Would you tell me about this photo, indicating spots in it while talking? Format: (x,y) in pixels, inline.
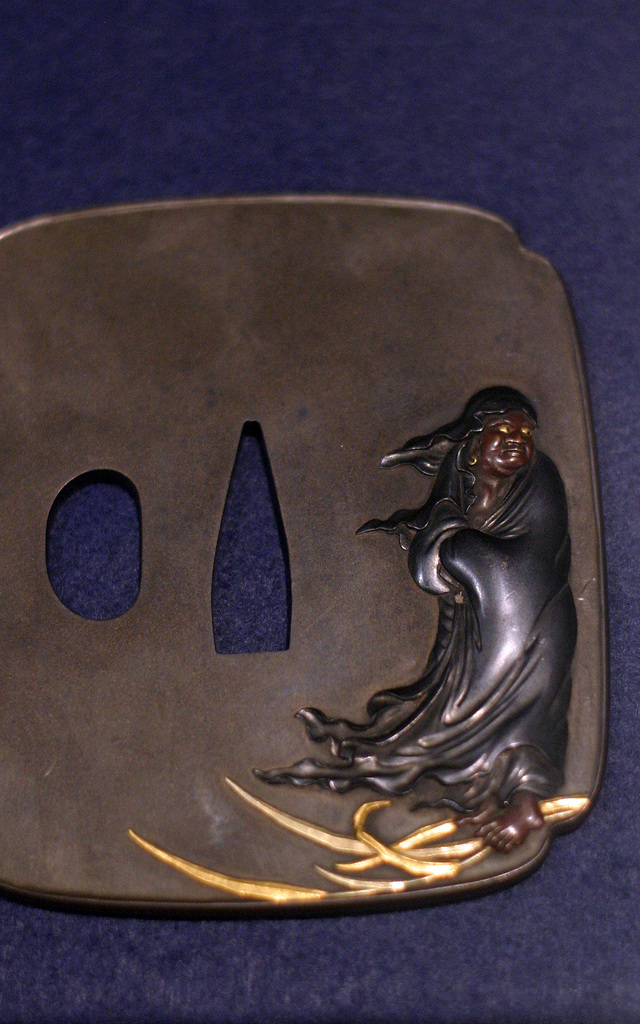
On a blue surface (240,178) there is a piece of object (333,716) with some sculpture (394,744) on that.
